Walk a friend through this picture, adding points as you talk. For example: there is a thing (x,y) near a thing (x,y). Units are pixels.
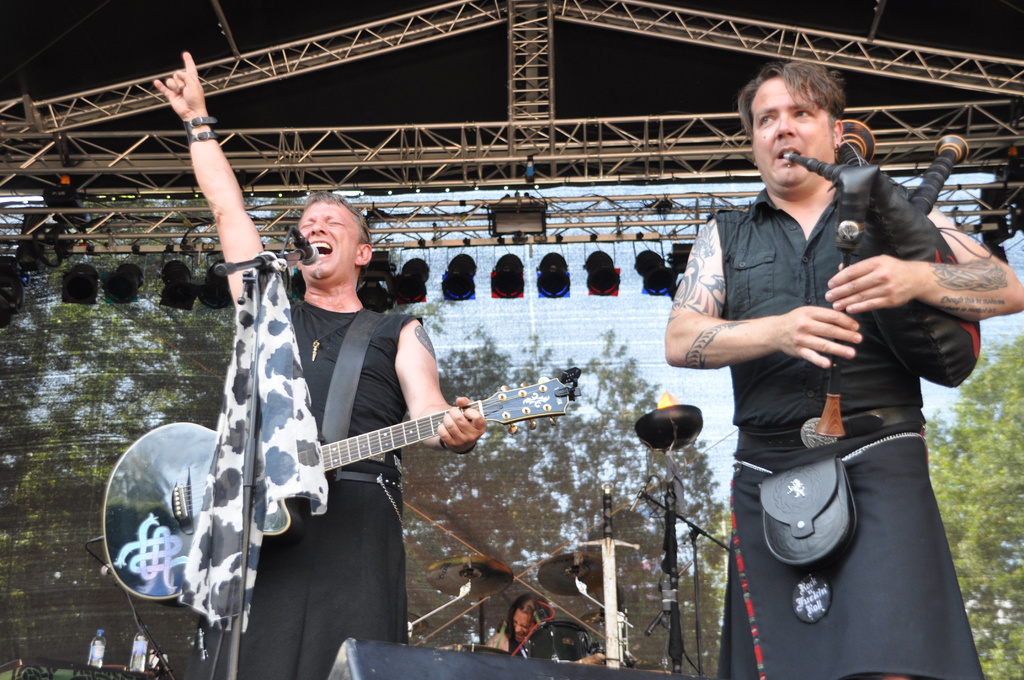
Here we can see two men (869,401) standing the man (845,341) at the right side (795,264) is playing a bagpipe (843,213) and the person (399,357) on the left side (326,423) is playing a guitar (369,431) and singing a song with microphone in front of him behind them we can see other musical instruments (465,577) present.
